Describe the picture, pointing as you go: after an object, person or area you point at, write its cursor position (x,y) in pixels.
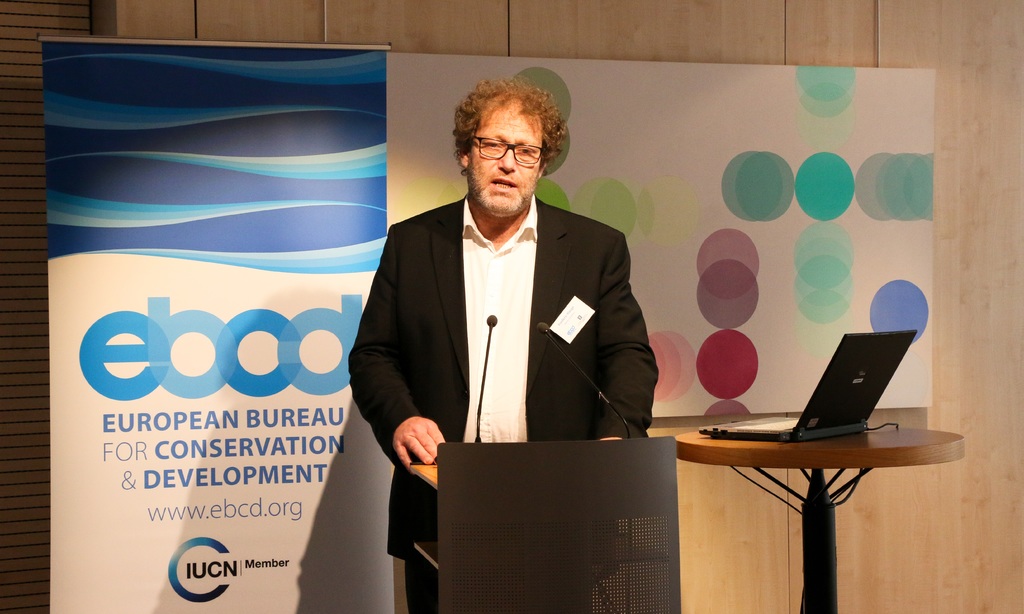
There is a man (504,307) talking on the mikes (490,339). Here we can see a podium (581,456), table (878,435), laptop (820,419), and banners (265,111). In the background (969,585) there is a wall (1001,220).
